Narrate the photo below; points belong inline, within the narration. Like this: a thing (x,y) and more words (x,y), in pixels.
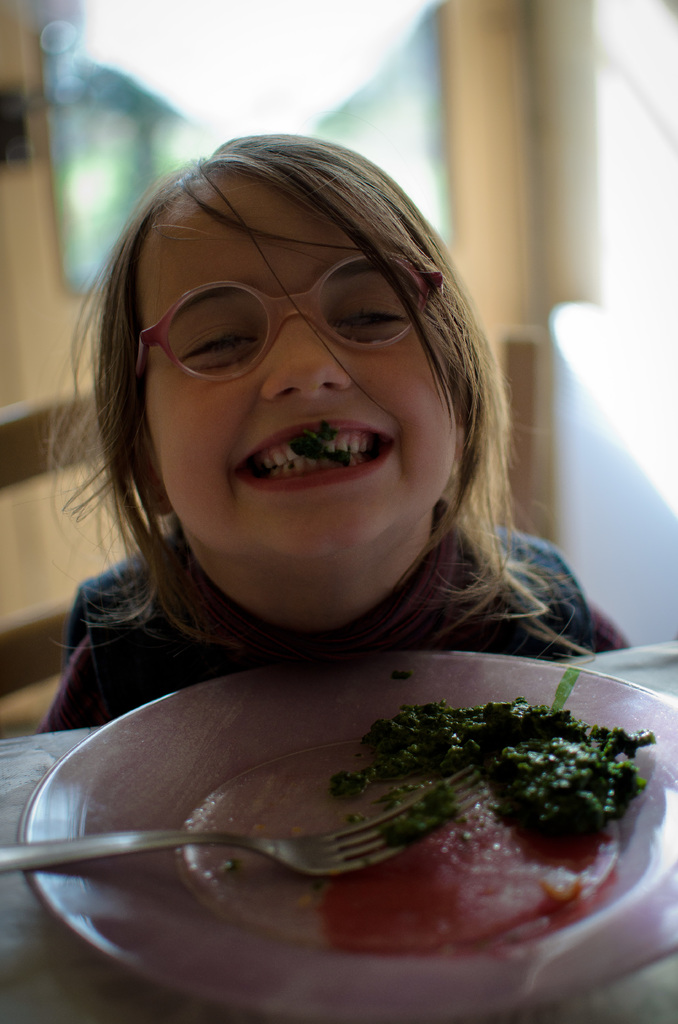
In this image we can see a girl (362,582) sitting and smiling, before her there is a plate (255,773) containing food (515,750) and a fork (82,844) placed on the table (183,1021). In the background (634,222) there is a window (149,44) and a wall (495,340).
